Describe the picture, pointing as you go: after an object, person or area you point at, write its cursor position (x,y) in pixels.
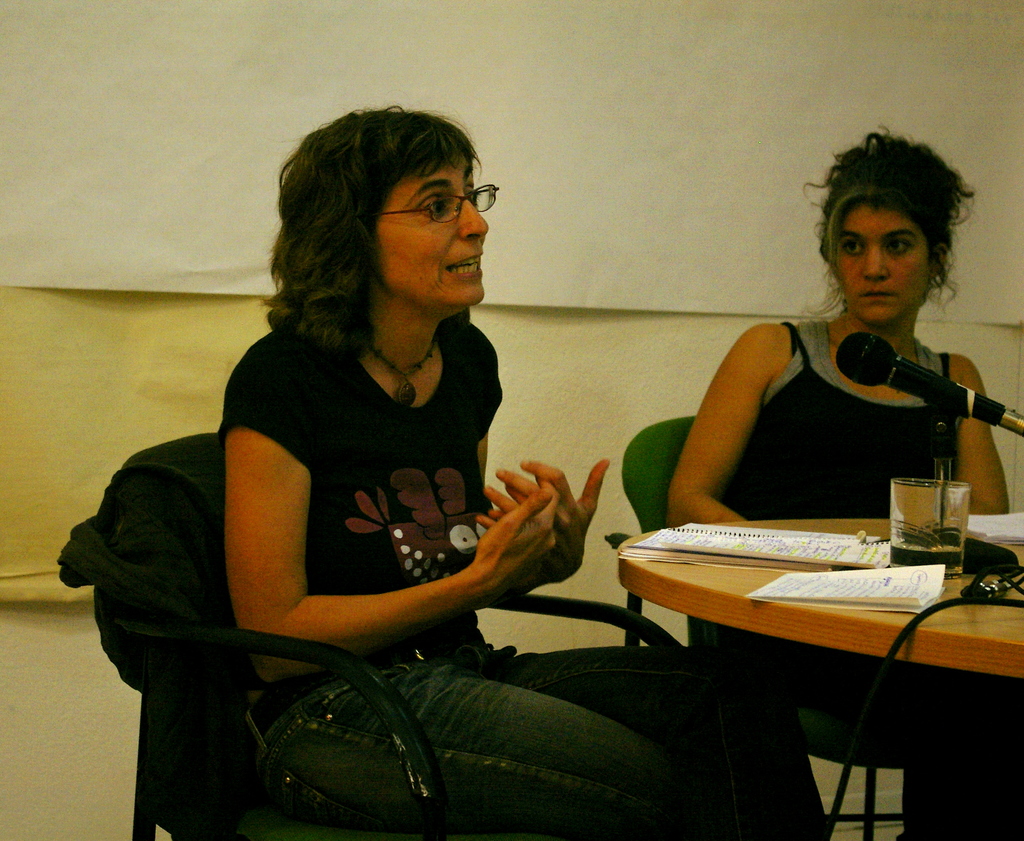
These two persons (875,301) are sitting on the chair (207,574). This person (369,654) talking. We can see table (711,592). On the table (880,651) we can see book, glass (961,509), microphone (953,410), cable (997,593). On the background (88,472) we can see wall (33,757).
